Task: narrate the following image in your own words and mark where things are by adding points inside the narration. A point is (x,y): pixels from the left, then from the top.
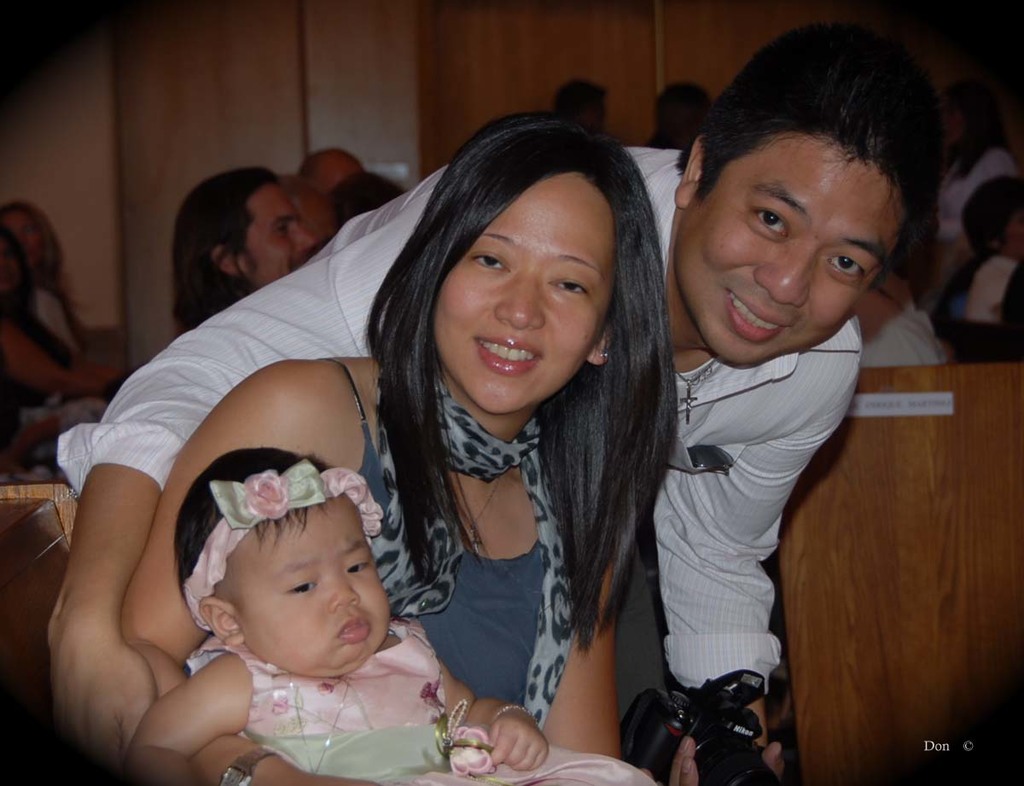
In this image, we can see a man (671,515) holding a camera (662,692) and there is a lady (281,433) and a kid (321,653) and there is a hairband (251,509) to the kid (271,540). In the background (68,322), there are some other people (29,385) sitting and there is a board (672,56).
